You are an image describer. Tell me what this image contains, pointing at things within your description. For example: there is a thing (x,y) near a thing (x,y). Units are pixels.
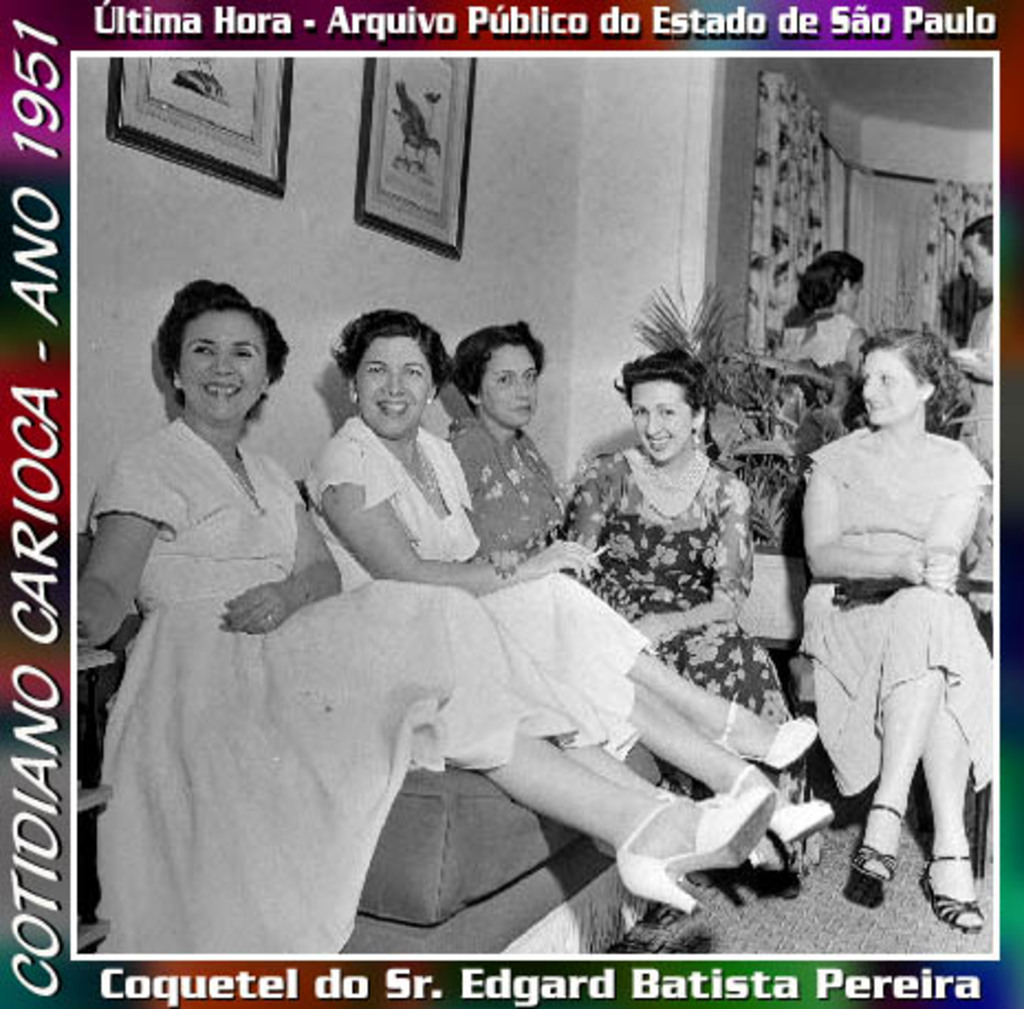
In this image, there are some persons (267,570) wearing clothes (267,570) and sitting on the sofa (401,867). There are photo frames (411,116) in the top left of the image (236,107). There are two persons (832,318) in the top right of the image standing beside curtains (826,195).
